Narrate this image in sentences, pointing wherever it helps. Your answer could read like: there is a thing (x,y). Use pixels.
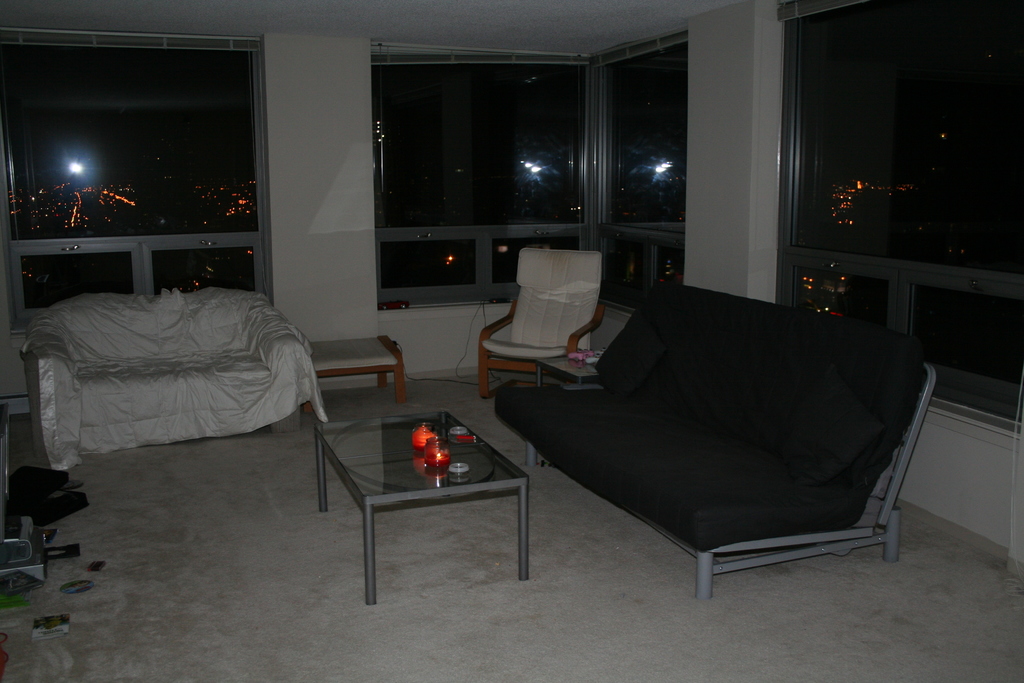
In this image I can see a room (286,476). In this room (277,292) there is a couch (708,483), chair (537,309), teapoy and some objects (61,630) on the floor (221,648). I can also see a window (472,186) In this room (808,243).
